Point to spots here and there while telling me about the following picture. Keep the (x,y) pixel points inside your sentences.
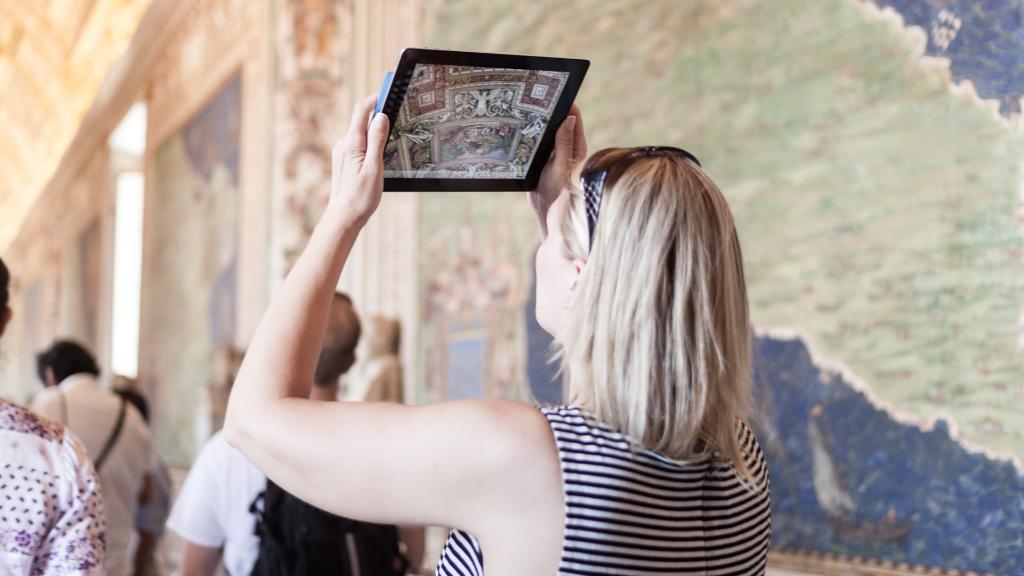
In this picture there is a lady (589,265) in the center of the image (355,198), by holding a tab (458,140) in her hands (566,122) and there are other people (330,311) in front of her and there are designed walls (371,60) in the image.
